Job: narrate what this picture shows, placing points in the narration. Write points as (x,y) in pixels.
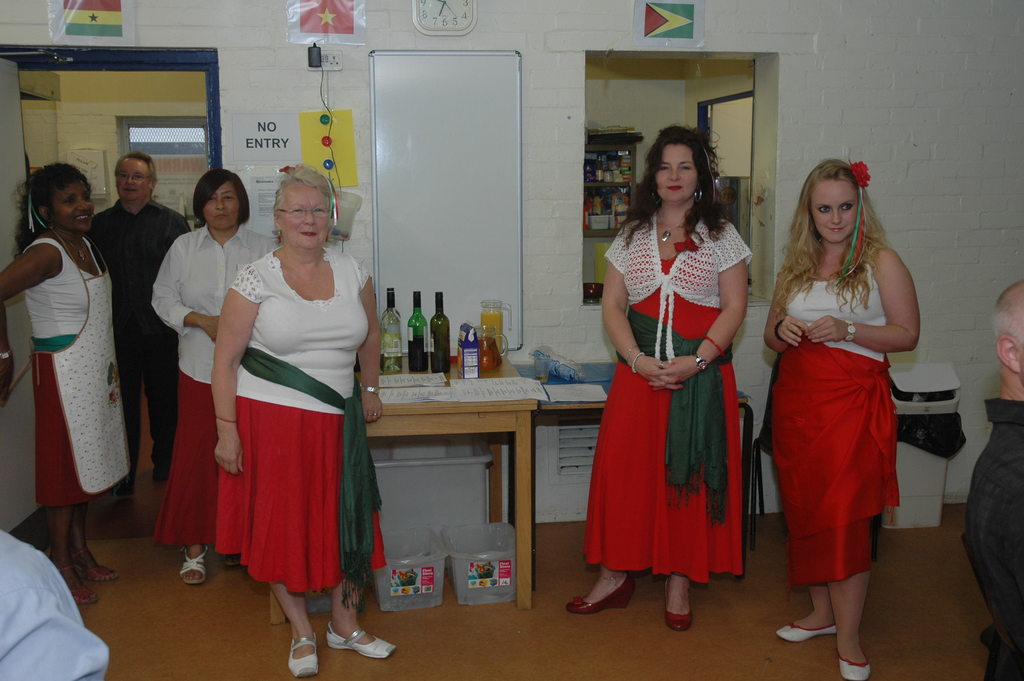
In this picture I can see people (704,371) standing on the surface (153,586). I can see flag posters (308,19) and the clock (460,28) on the wall (485,23). I can see the whiteboard (451,168) on the wall (504,22). I can see alcohol bottles (422,347) on the table (447,417).
